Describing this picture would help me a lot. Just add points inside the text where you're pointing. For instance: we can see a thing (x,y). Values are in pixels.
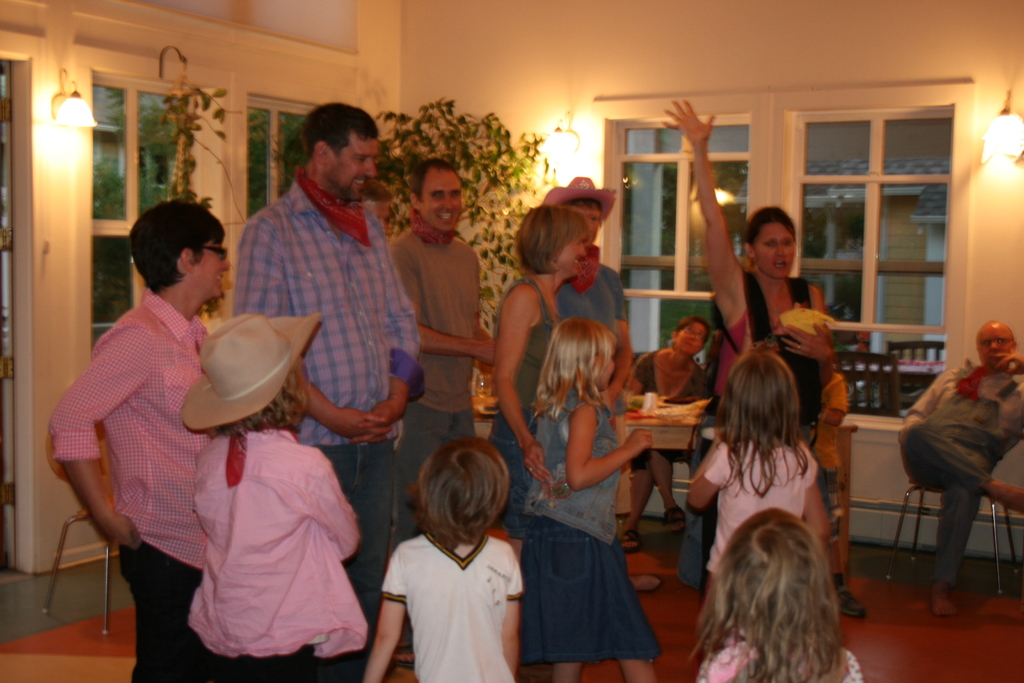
This is the picture of a group of people (988,399), here the man (958,428) sitting on a chair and this is a women (755,293) who is speaking and they are playing some activity they are children's (597,494) also they are three girls (544,487) and two boys (312,599) and one child (264,576) is in hat (232,397), and background of the people (238,361) there is a tree (472,160) and there are three lights (1005,136) and the wall (557,54) is in cream color and there are windows (661,200) also backside of the window (891,324) can see a house (909,292) and the floor (914,654) is red in color.
